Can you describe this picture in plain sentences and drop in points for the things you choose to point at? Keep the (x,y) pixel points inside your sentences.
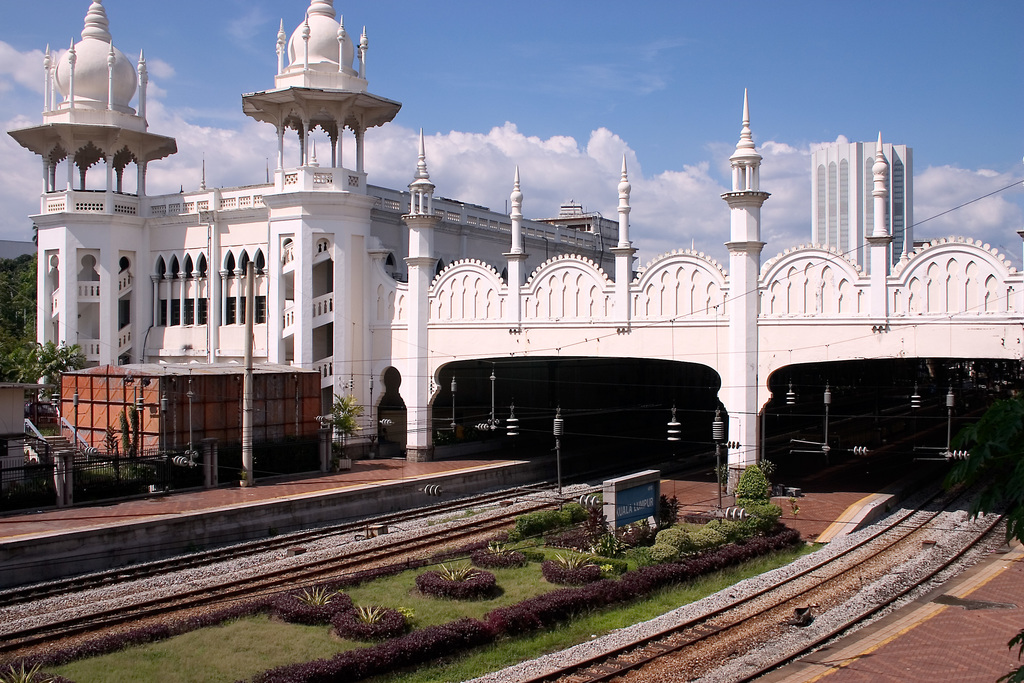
In the image we can see a building (467,330), white in color. This is a grass (584,626), train track (726,605), footpath (934,618), electric wires (664,412), fence (153,478), pole (250,422), trees (36,349) and a cloudy pale blue sky (541,113).
